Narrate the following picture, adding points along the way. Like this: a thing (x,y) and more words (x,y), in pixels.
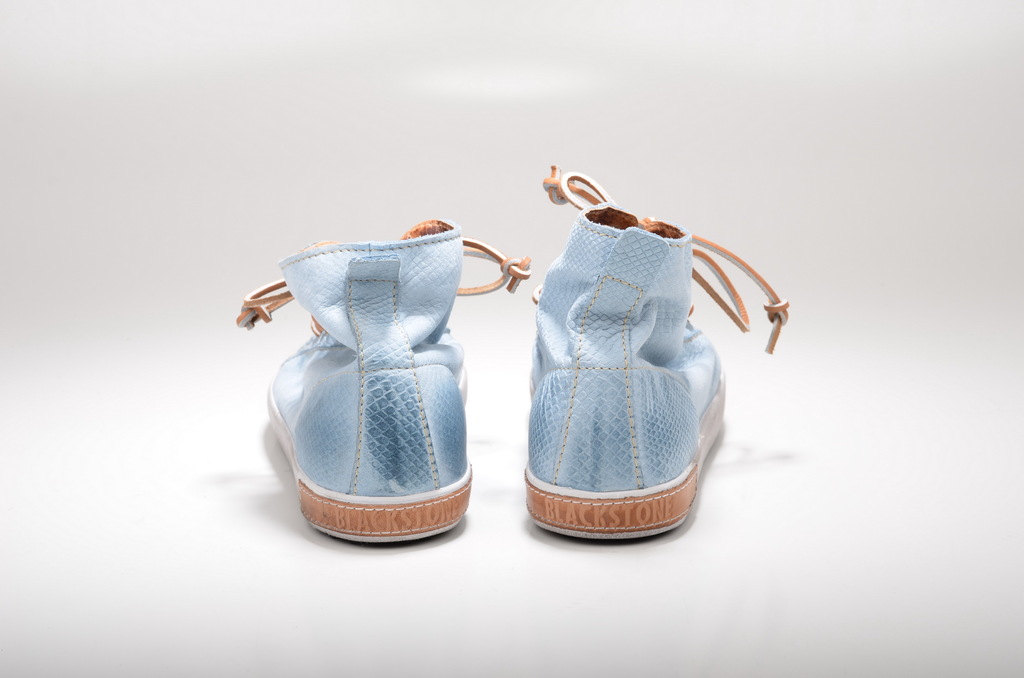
In this picture we can see footwear (369,387) on the white surface (344,584). In the background of the image (620,116) it is white.
